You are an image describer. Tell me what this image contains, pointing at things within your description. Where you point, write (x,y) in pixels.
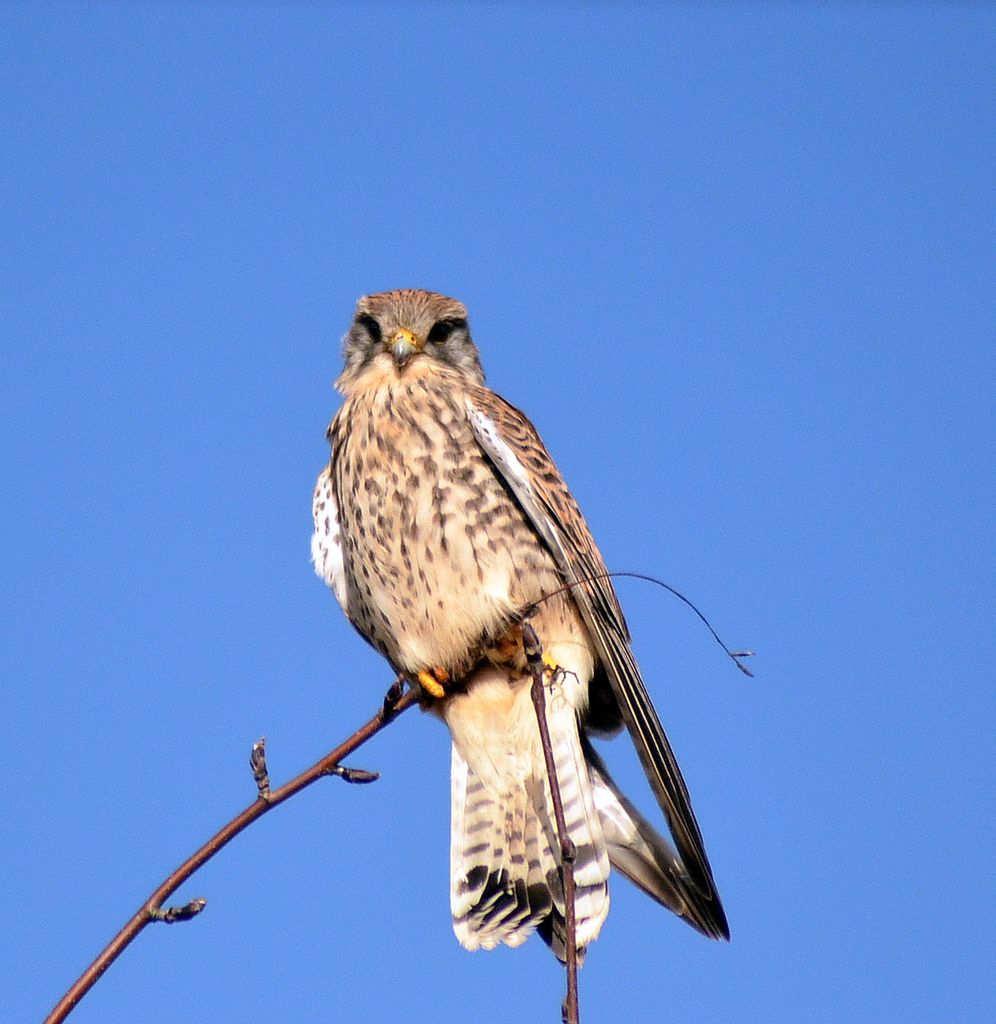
In the picture we can see a bird (679,869), which is standing on the stem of the plants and behind it, we can see a sky (905,840) which is blue in color.
